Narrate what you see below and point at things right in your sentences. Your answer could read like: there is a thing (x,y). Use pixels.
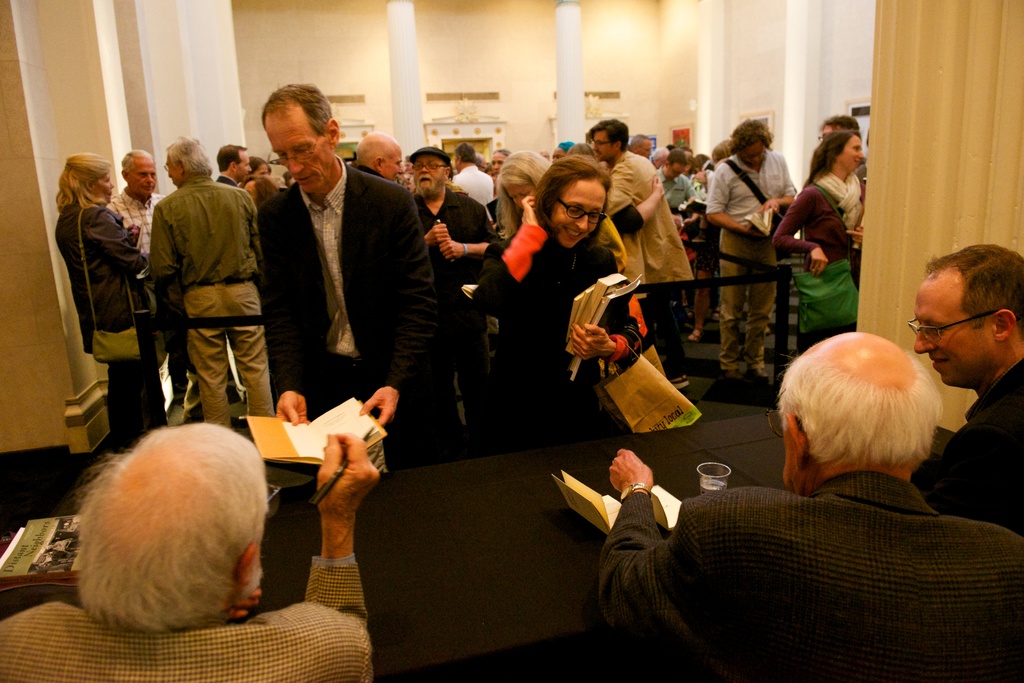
In the image there are three people (177,626) sitting in front of the table (526,500) and they are doing some work and there is a lot of the crowd (530,207) in the room (459,177), they are holding some books (590,290) in their hands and some of them are wearing handbags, behind the crowd (306,110) there are two pillars (407,111) and behind the pillars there are some doors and walls (481,91).
